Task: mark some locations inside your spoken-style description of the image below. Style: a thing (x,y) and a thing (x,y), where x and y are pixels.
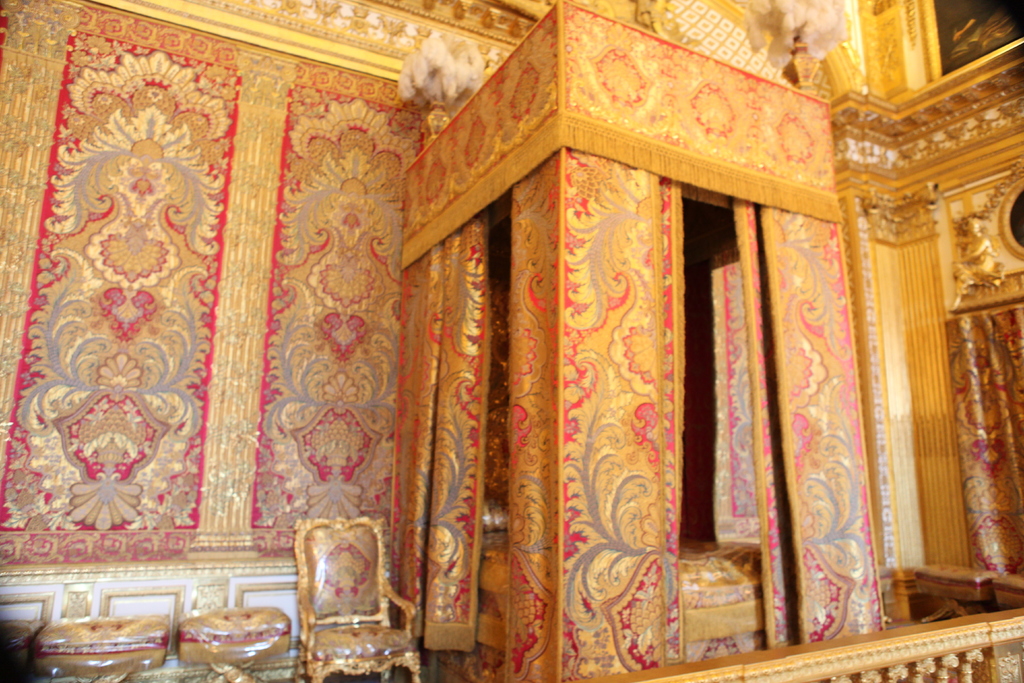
In this image I can see the inside view of a building (943,317). There is a bed (718,574), there are curtains (667,296), chairs (272,653), walls (252,380), and some other objects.
